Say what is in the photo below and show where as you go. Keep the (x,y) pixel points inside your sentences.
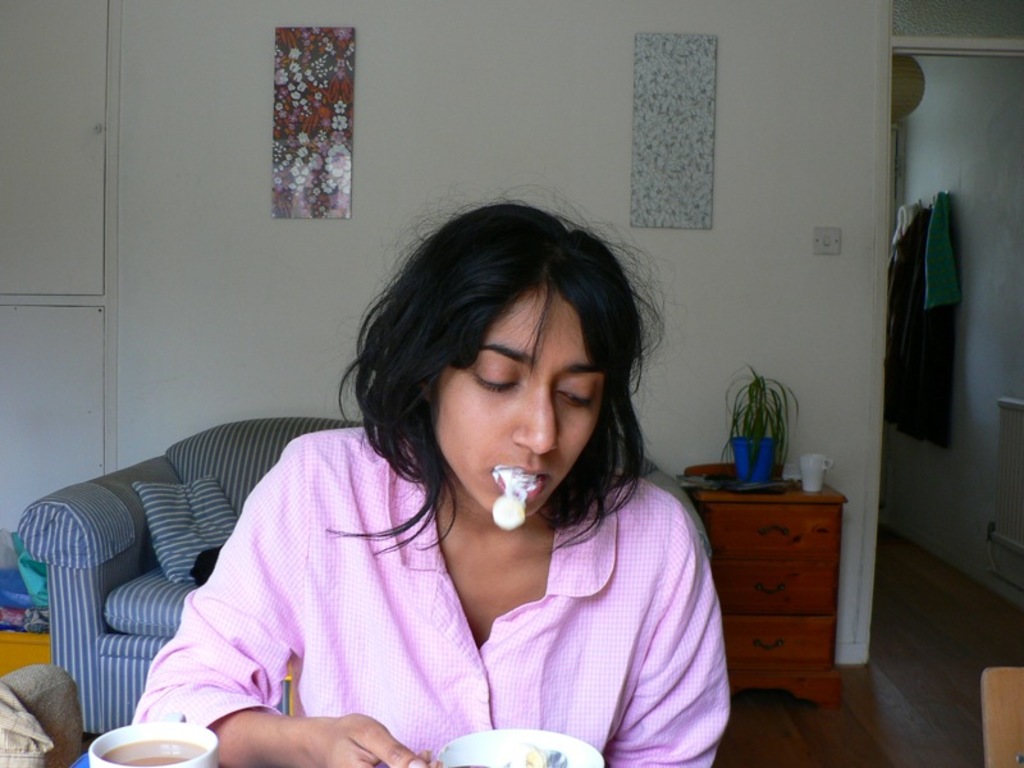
In this image we can see a woman (528,706) wearing pink shirt (618,682) is sitting. Here we can see cups (200,749) with drink (121,753) in it. In the background (154,552), we can see the sofa (91,590) with pillows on it, wooden drawer (731,615) on which we can see flower pot (769,460) and a cup (815,469) kept. Also, we can see clothes (925,236) hanged here and photo frames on the wall (422,98).
